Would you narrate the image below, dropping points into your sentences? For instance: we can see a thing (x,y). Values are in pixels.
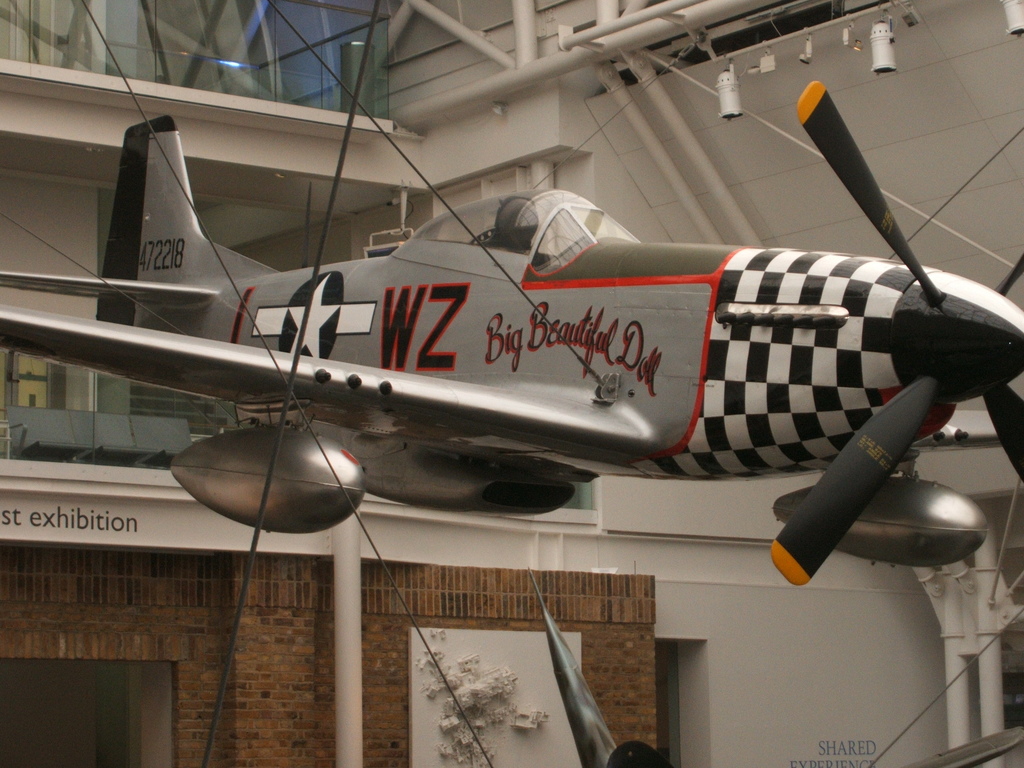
In this image we can see an airplane (352,462) tied with cables (422,172) inside a building (699,114). In the background (113,446), we can see a group of ceiling lights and some chairs (99,448).
